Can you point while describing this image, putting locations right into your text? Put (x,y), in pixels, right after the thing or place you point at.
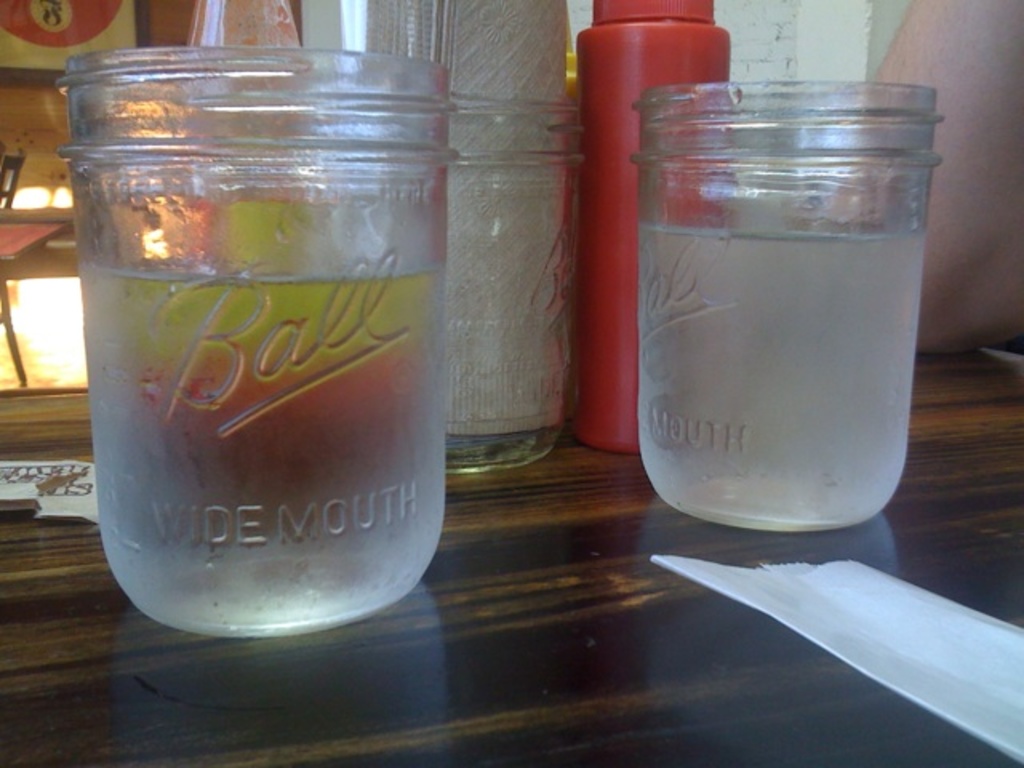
In this image, we can see a glasses (240,543) with liquid (339,299), some bottles (618,39), tissues (525,56) are placed on the wooden surface (611,699). Background (967,117) we can see a human body (982,193), wall (335,40), frame (56,59).
